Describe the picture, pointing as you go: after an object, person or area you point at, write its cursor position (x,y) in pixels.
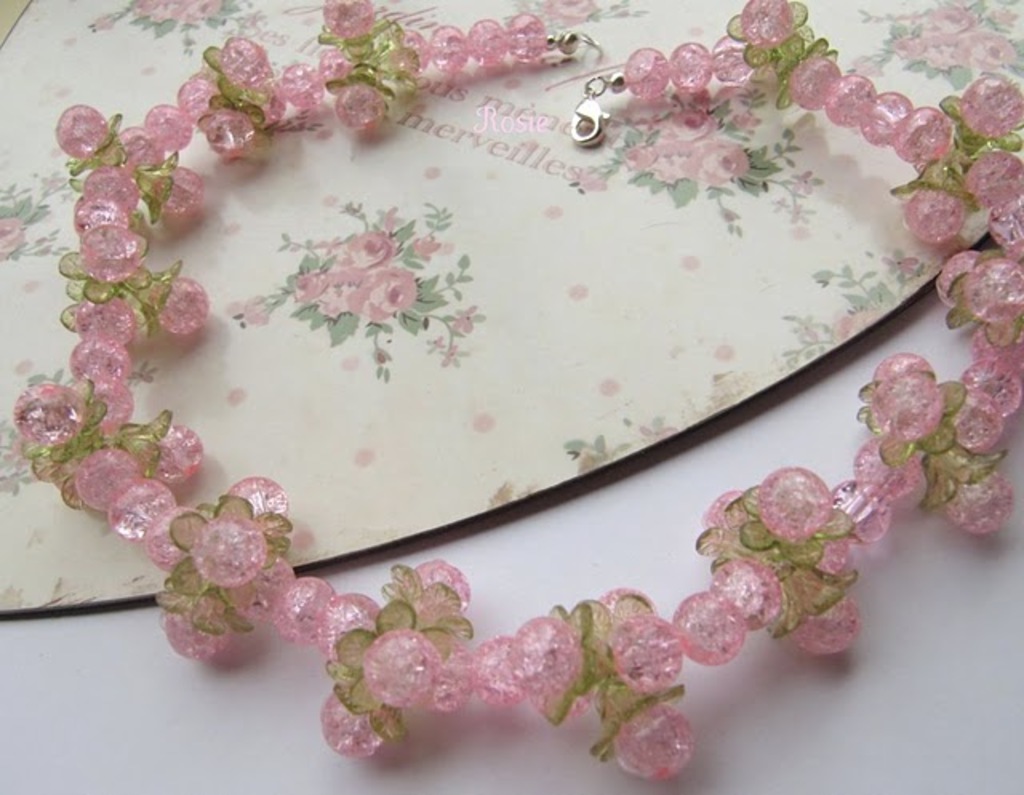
The picture consists of a chain (730,582) or necklace (385,67). At the bottom (72,757) there is white surface (862,602).
